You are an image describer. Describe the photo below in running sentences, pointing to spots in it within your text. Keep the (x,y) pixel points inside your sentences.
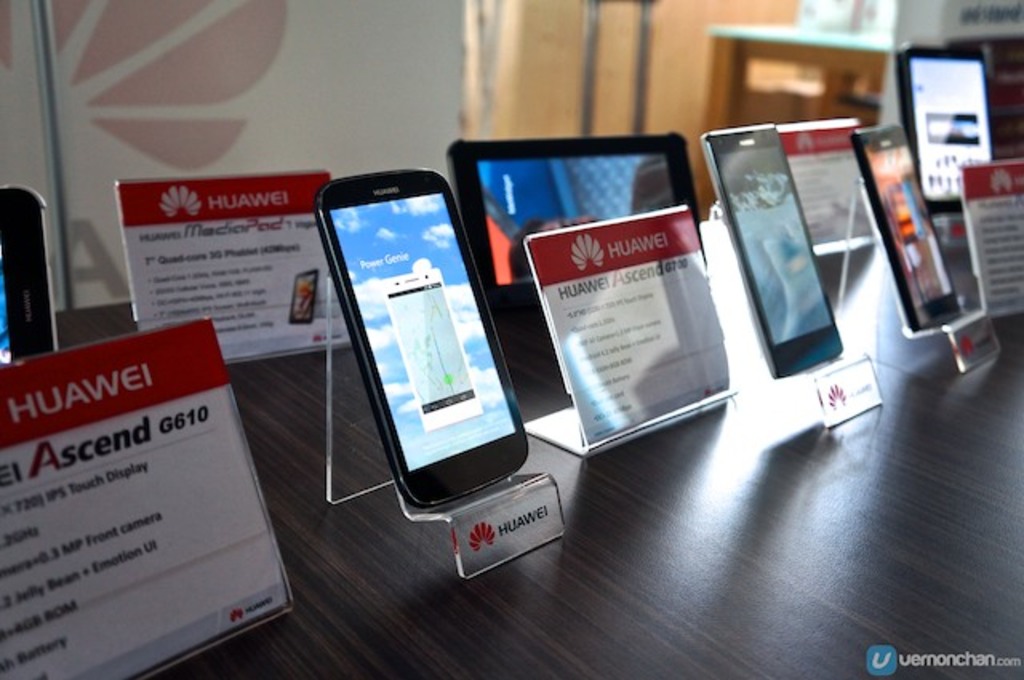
In this image there are tables (954,425), mobiles (433,354), information boards (1006,222), banner (112,295) and objects (644,71). Something is written on the information boards (280,271).
